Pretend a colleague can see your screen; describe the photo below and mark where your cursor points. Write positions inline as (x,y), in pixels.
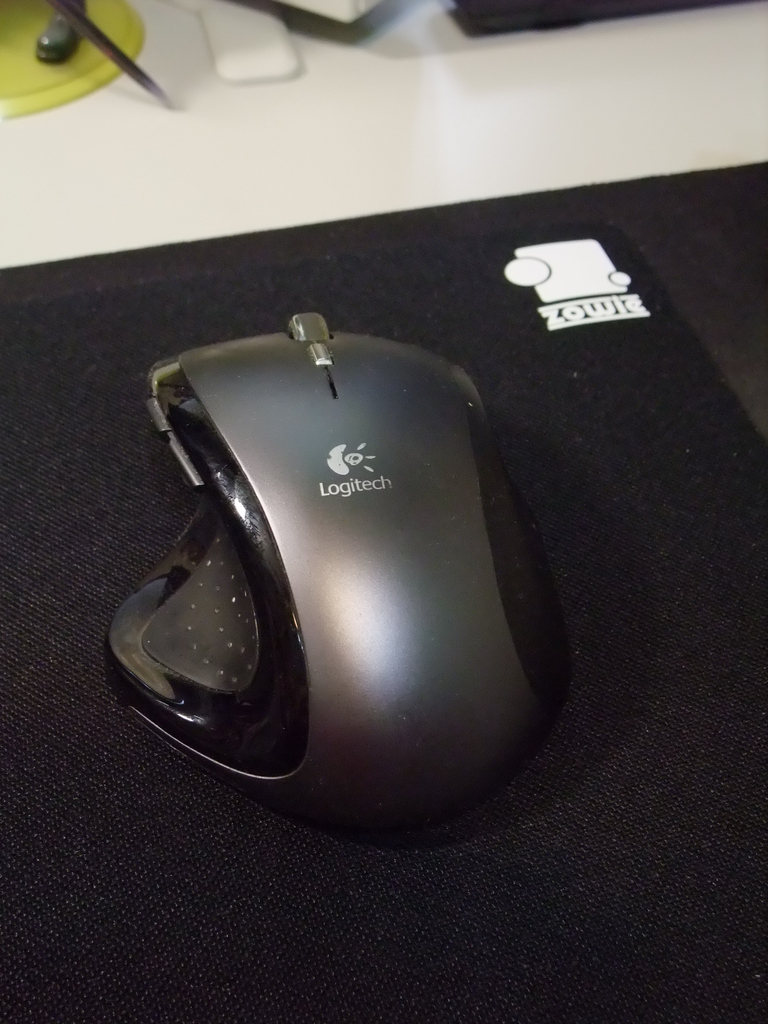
In this picture we can see a mouse (225,364) on a mouse pad (464,288) and some objects (52,62) and these all are placed on a white platform (384,73).
